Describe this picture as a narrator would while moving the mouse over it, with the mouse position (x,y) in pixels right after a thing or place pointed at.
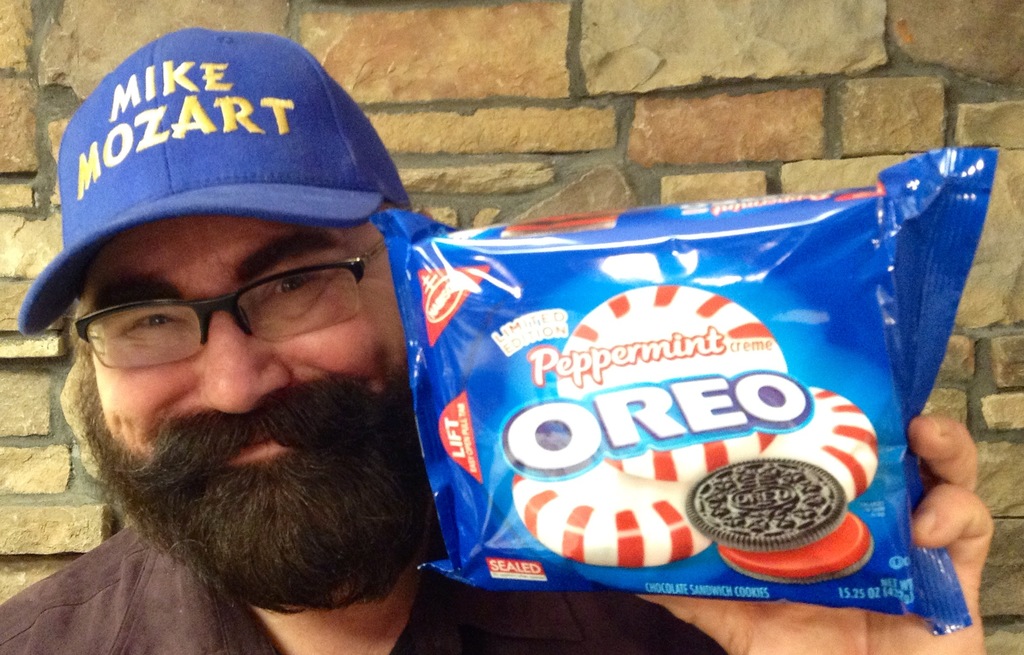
In this image we can see a man (260,431) is holding a Oreo biscuit packet (541,440) in his hand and there is a cap (217,211) on his head (188,271). In the background (18,95) we can see the wall (405,51).
